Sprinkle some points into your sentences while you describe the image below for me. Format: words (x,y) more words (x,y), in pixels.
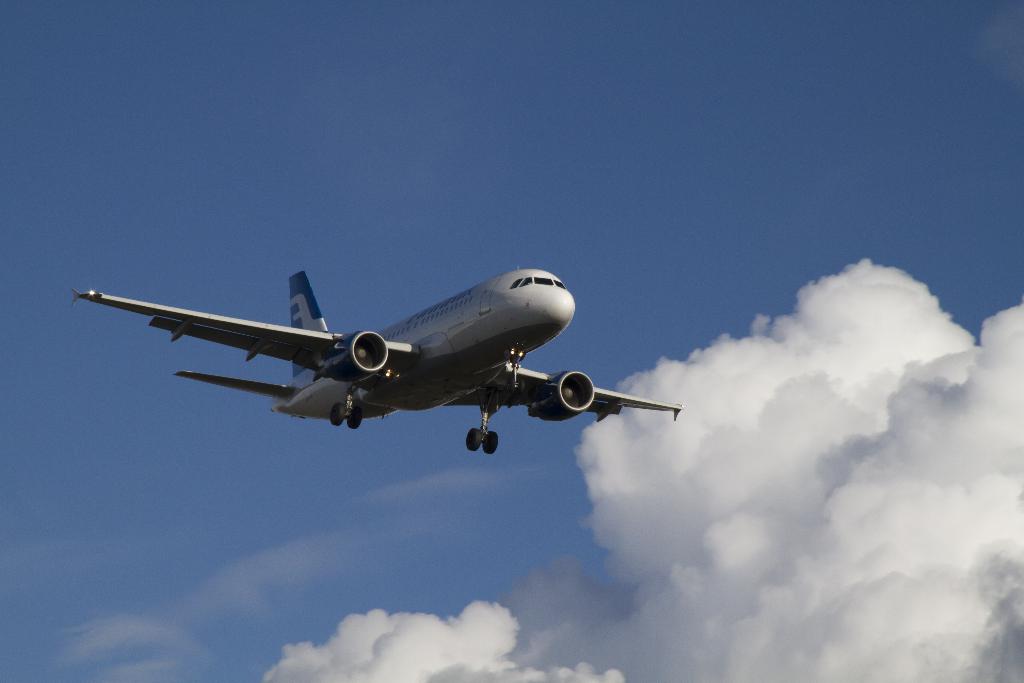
In this image I can see a aircraft (322,317) which is blue and white in color is flying in the air (221,262) and in the background (695,128) I can see the sky (658,125).
